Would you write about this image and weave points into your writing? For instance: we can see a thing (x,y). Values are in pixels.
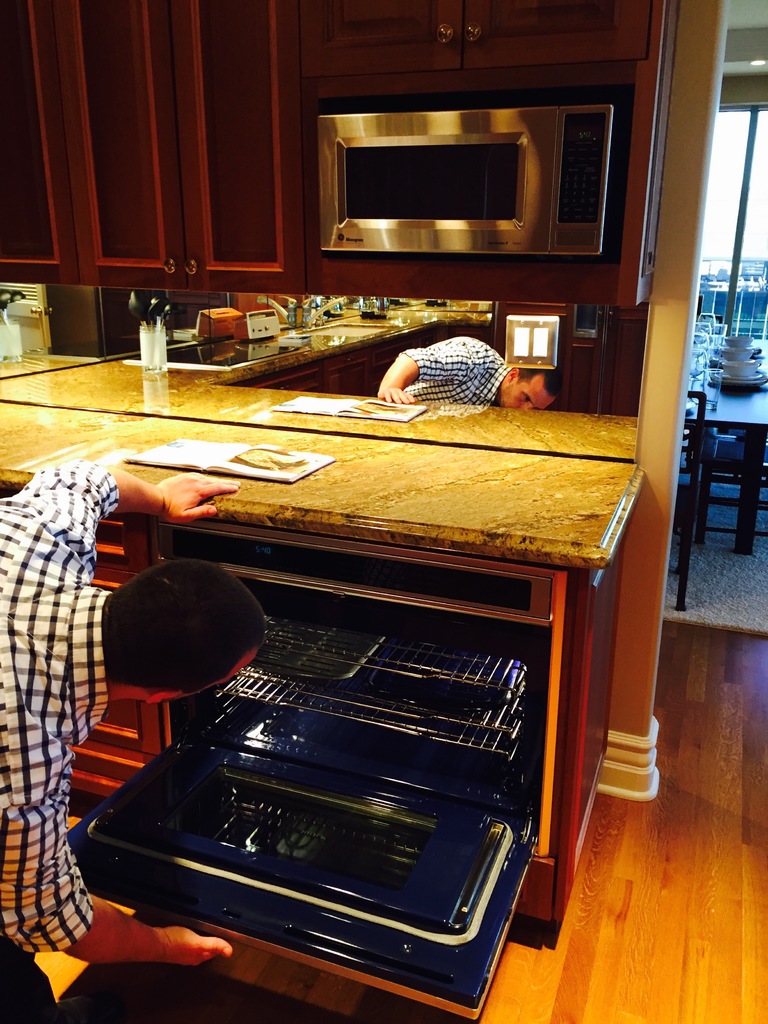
In this picture in the front (191,639) there is a person (161,673) leaning on the platform (324,492) and there is a book (315,464) on the platform (482,492) which is in the center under the platform (428,485) there is a metal object (403,692) which is visible. In the background (500,186) there is a microwave oven (515,208) and there is a mirror (418,330) and in the mirror (434,340) there is reflection (487,375) of person (472,375) and objects (247,358) and there is a table (725,413), on the table (728,405) there is cutlery (734,385) and there is an empty chair (700,476) and there is a window (746,251).
